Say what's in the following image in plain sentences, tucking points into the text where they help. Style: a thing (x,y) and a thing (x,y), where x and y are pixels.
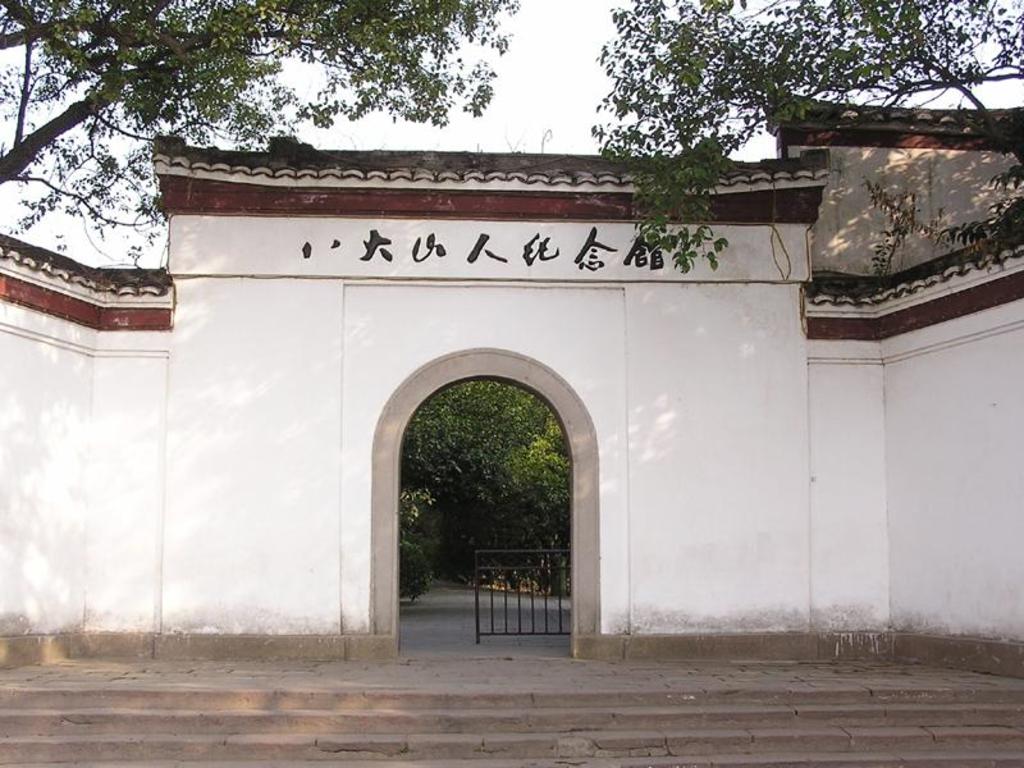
In this image I can see stairs (547,734), white colour wall (368,479), an iron gate (479,634), number of trees (563,544) and here I can see something is written.
